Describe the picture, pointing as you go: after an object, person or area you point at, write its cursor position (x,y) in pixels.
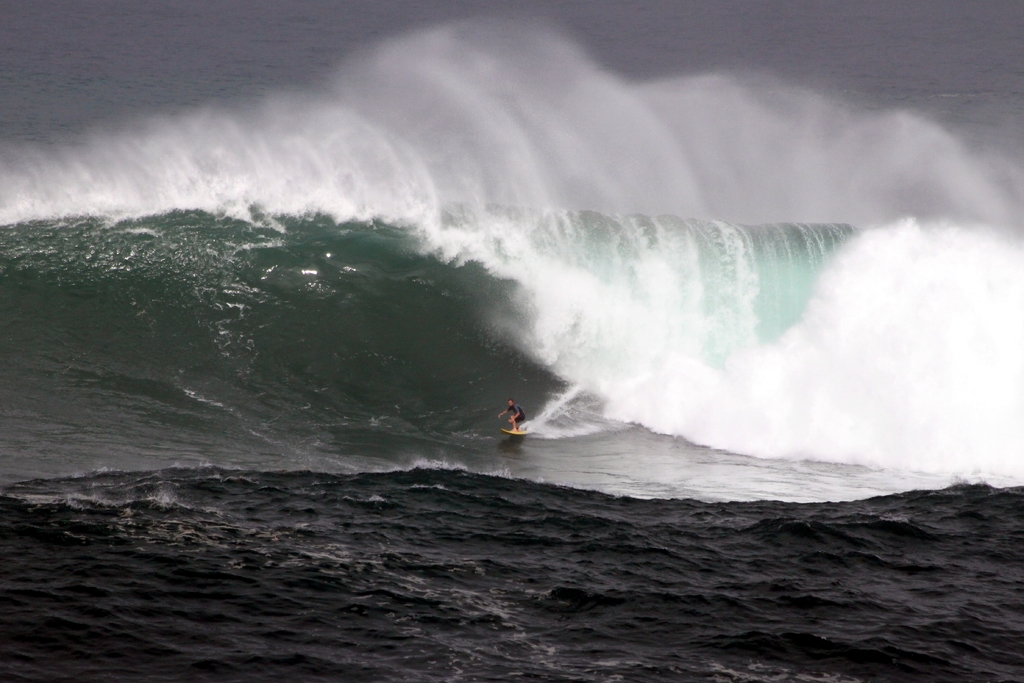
In this picture we can see a person (512,422) on a surfboard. Waves (140,286) are visible in the water (141,338).
